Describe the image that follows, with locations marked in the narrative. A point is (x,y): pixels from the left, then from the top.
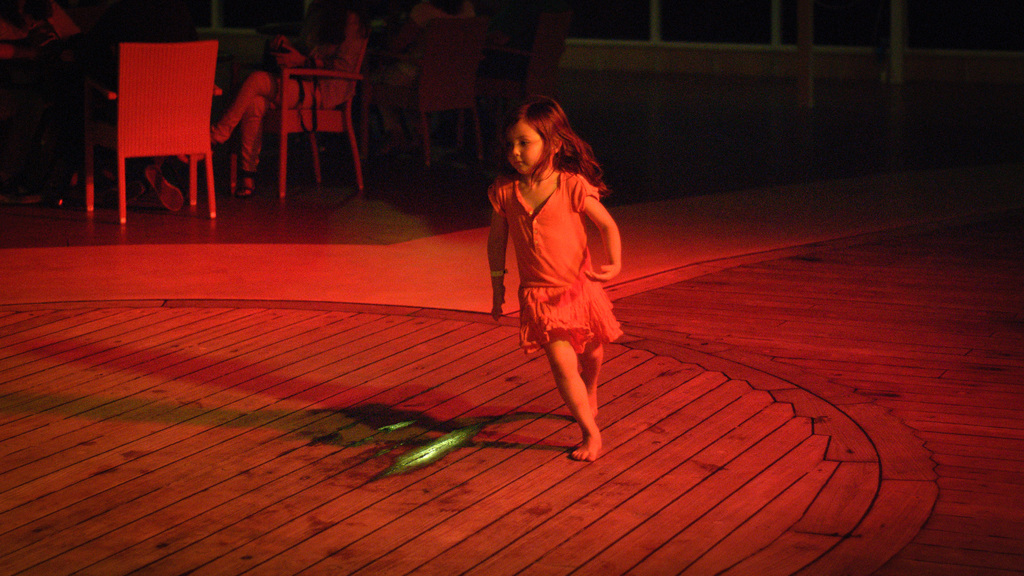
This image is taken indoors. At the bottom of the image (337,444) there is a wooden platform (626,446). In the background (757,71) there is a wall (771,67). A few people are sitting on the chairs (131,102). In the middle of the image (553,261) a kid (567,358) is running on the wooden platform (571,478).
